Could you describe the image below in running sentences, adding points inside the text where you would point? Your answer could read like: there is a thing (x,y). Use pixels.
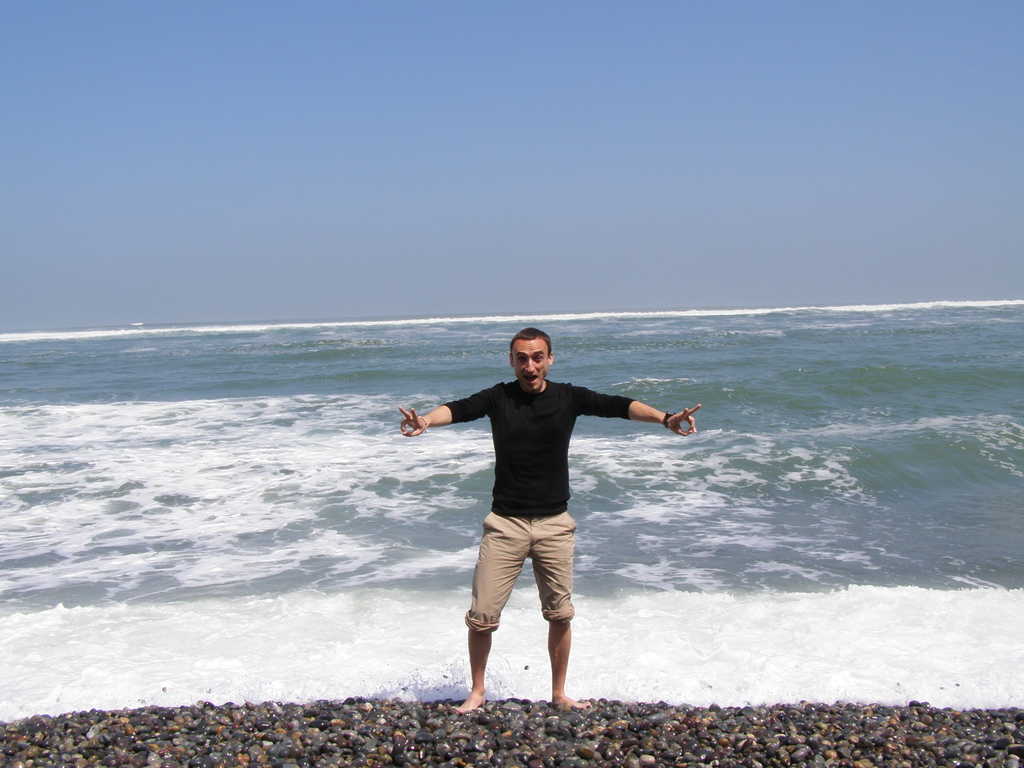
In this image we can see a person (504,594) standing on stones (353,707). In the background of the image (831,389) there is ocean (350,364) and sky (495,221).
